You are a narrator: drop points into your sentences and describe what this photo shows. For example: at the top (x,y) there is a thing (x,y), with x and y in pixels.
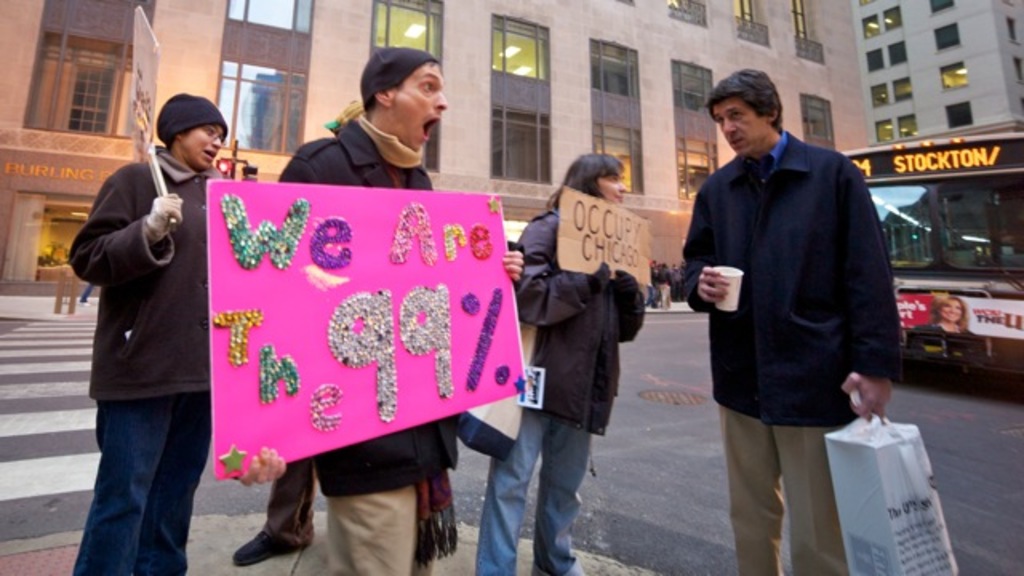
In the foreground of the picture (330,475), there are three people (251,472) standing and holding placards (298,276). Behind them, there is another person (272,534). On the right (822,383), there is a man (793,226) standing and holding a cover (858,436) and a glass (722,301) in his hands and there is a bus (953,198) on the road (946,422). In the background (710,32), there are building (661,32) and people (671,284) on the side path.
